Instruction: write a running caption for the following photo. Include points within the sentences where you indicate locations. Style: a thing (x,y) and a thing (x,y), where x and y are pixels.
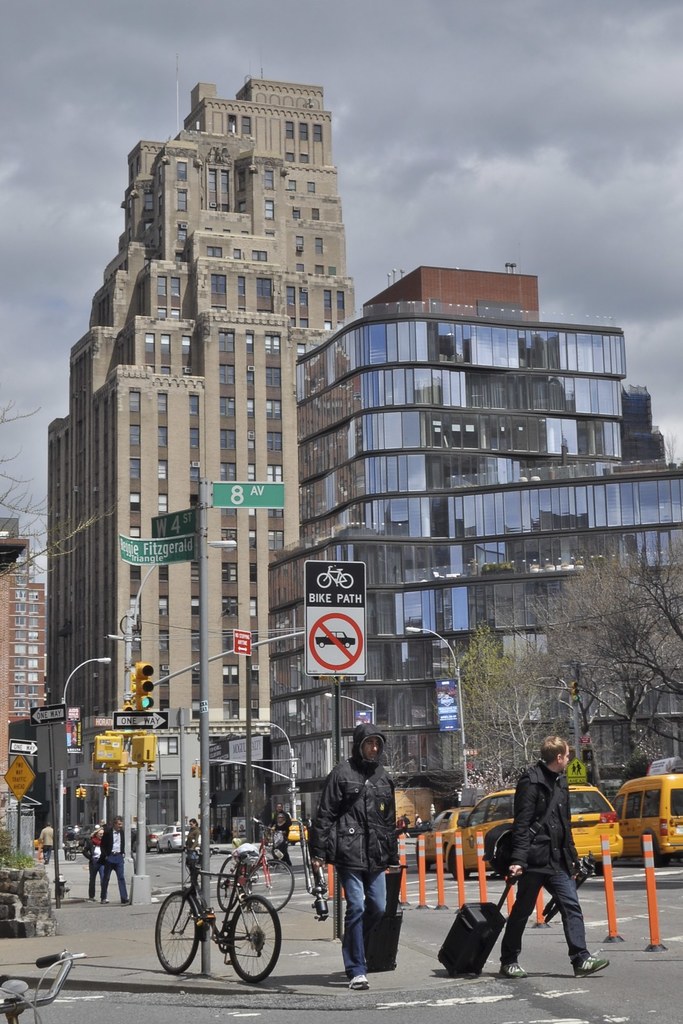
In this picture we can see there are some people (513,861) are walking on the path (415,924) and on the left side of the people (516,871) there are bicycles (228,930) and on the right side of the people (523,916) there are some vehicles (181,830) on the road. Behind the people (364,827) there are poles (336,752) with signboards (332,631), traffic lights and directional boards (138,715). Behind the poles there are buildings (274,403) and a cloudy sky (427,132).
